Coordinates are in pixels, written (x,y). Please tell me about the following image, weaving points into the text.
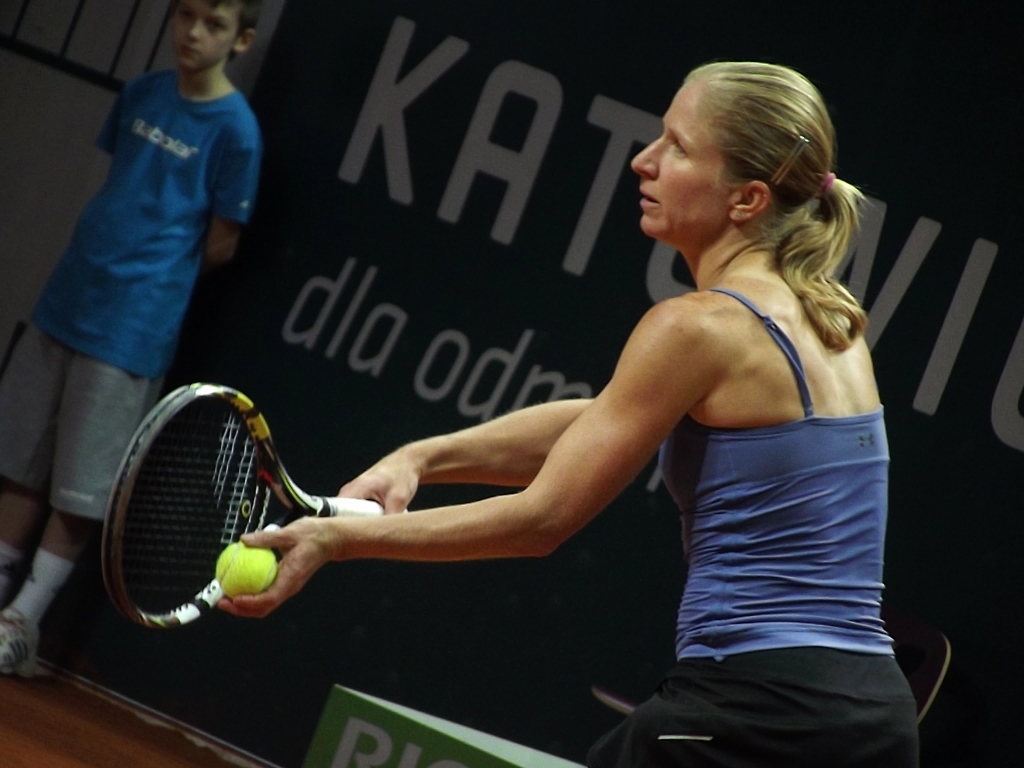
These two persons (589,426) are standing. This person (571,481) holding bat (254,527) and ball (258,551). On the background (429,230) we can see banner (473,218).
